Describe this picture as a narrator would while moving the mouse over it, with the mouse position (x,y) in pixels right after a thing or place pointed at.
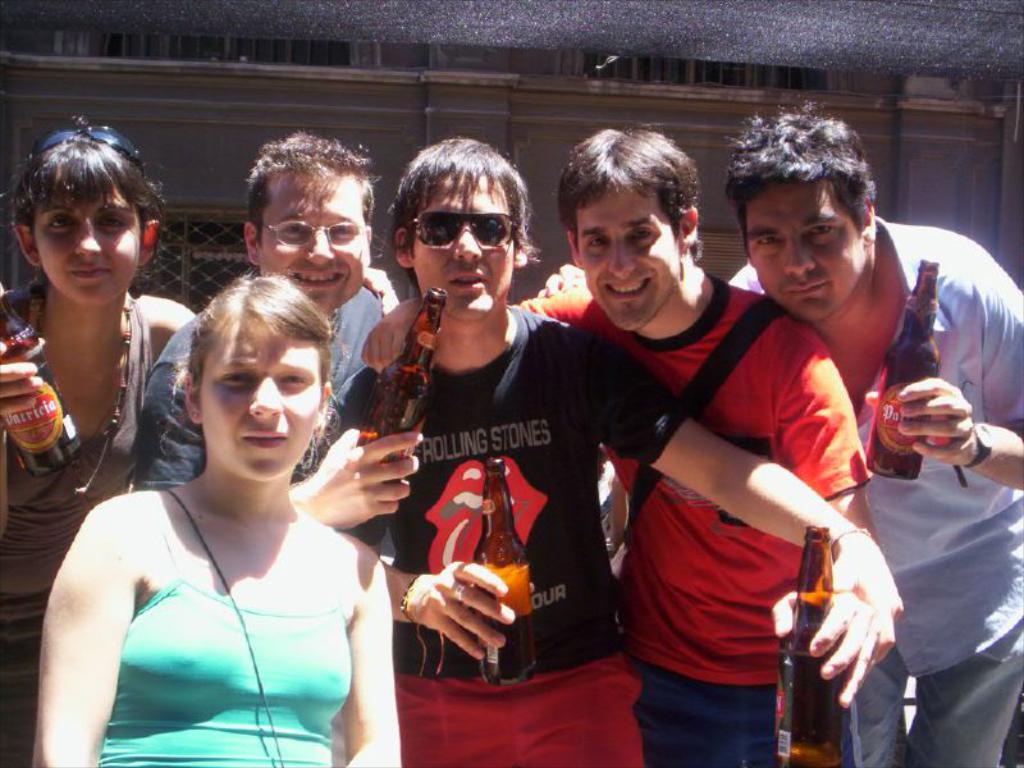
In this picture we can see a group of people (105,216) where some are holding bottles (485,558) in their hands (414,575) and in background (797,77) we can see wall (287,111).
